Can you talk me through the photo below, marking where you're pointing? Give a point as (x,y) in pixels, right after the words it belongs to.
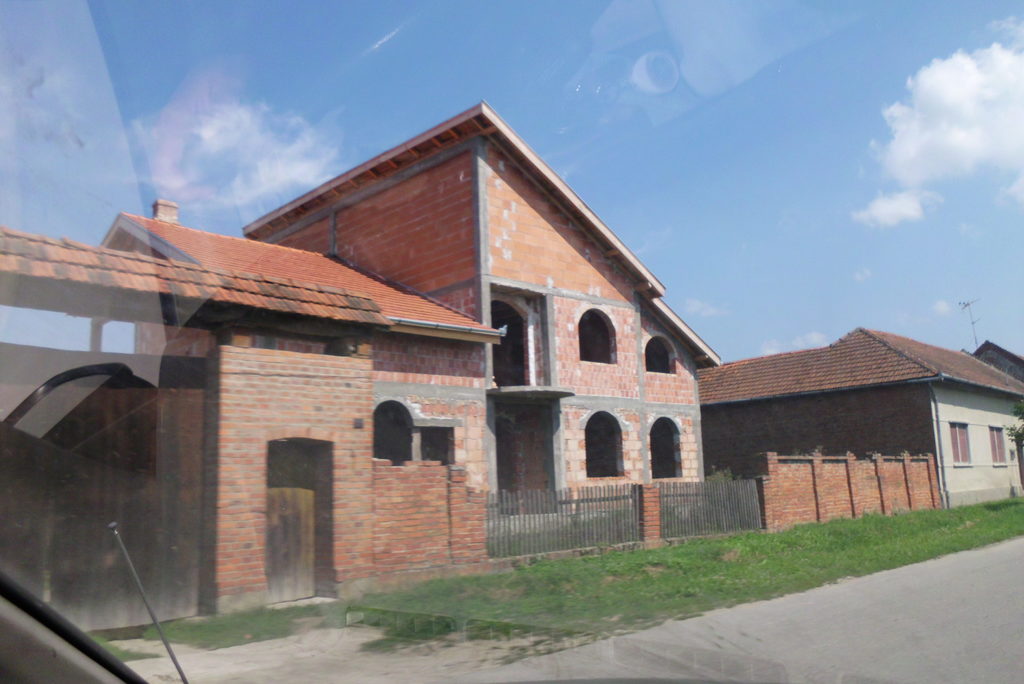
This image is taken in a car (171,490). In the middle of the image (449,413) there is a window (136,331) of a car (136,582). Through the window (188,428) we can see there are a few houses (720,441) with walls (933,437), windows (965,439), doors (549,469) and roofs (186,230). There is a wooden fence (589,513). There is a ground (881,534) with grass (849,570) on it and there is a road (870,620). At the top of the image (357,68) there is a sky (191,115) with clouds (923,161).
